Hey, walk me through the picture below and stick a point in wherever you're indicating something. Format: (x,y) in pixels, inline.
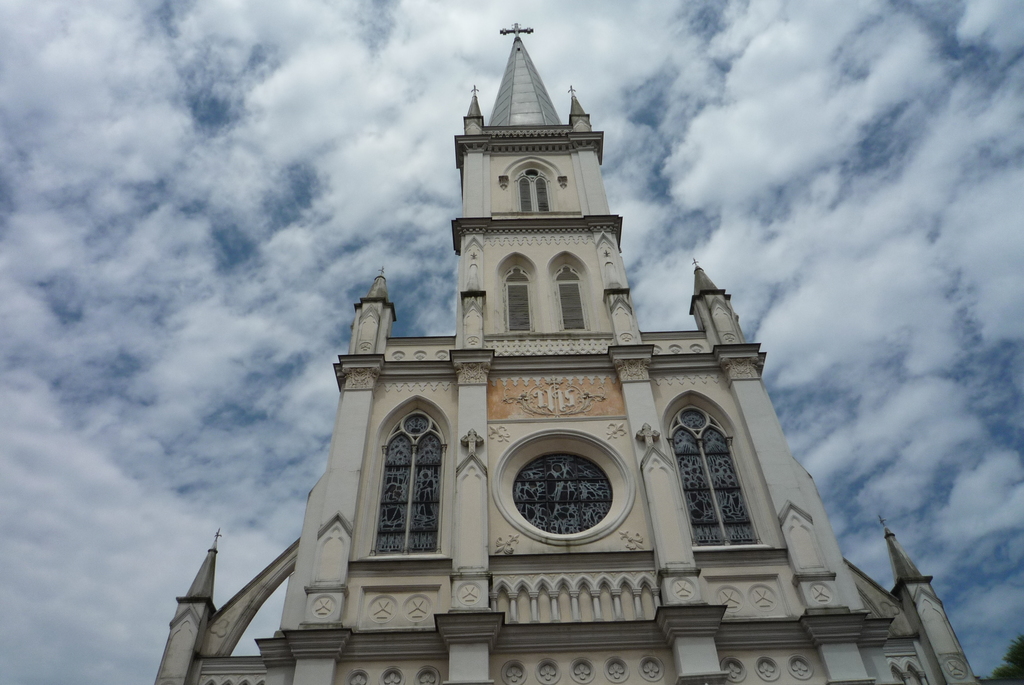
In this image in the front (495,418) there is a church (487,481). On the right side (1004,651) there are leaves (1022,660) and the sky (633,239) is cloudy.
